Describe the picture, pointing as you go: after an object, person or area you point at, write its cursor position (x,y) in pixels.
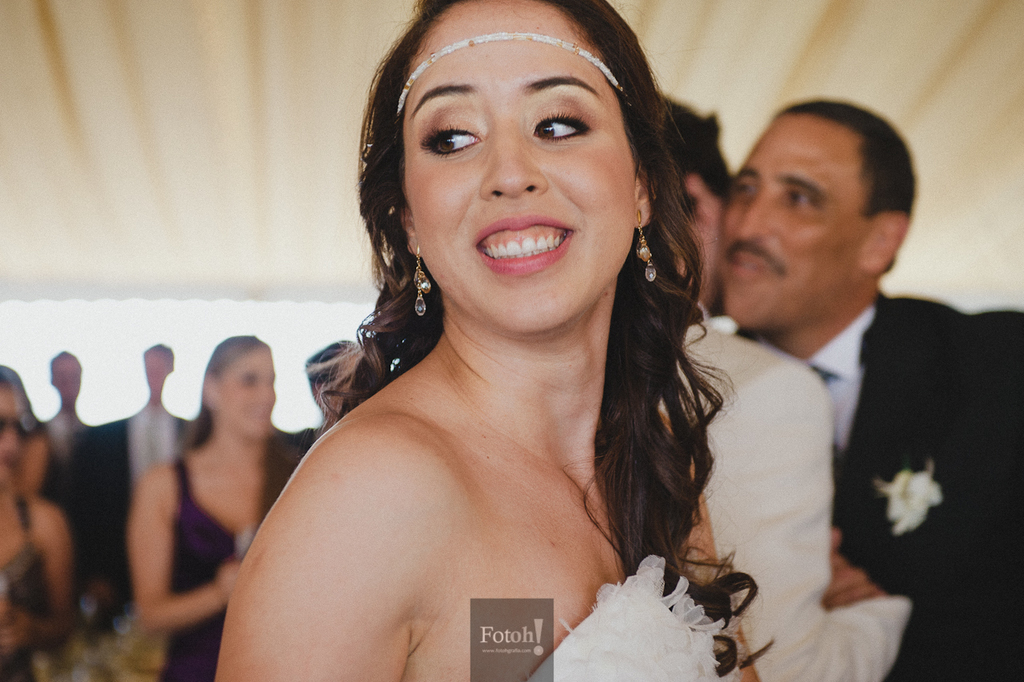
In the center of the image (514,327), we can see a lady (514,327) standing and smiling and in the background (811,258), there are many people (843,311).
